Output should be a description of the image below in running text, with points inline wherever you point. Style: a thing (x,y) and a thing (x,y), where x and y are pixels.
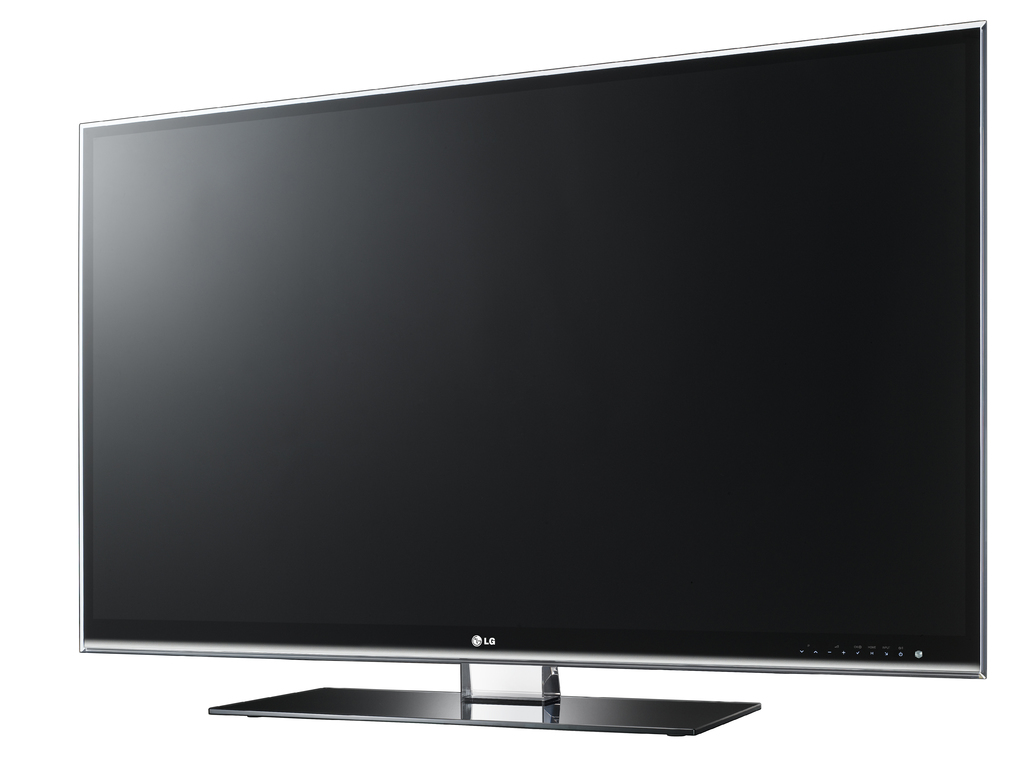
There is a television (395,375) in the center of the image (399,376).
